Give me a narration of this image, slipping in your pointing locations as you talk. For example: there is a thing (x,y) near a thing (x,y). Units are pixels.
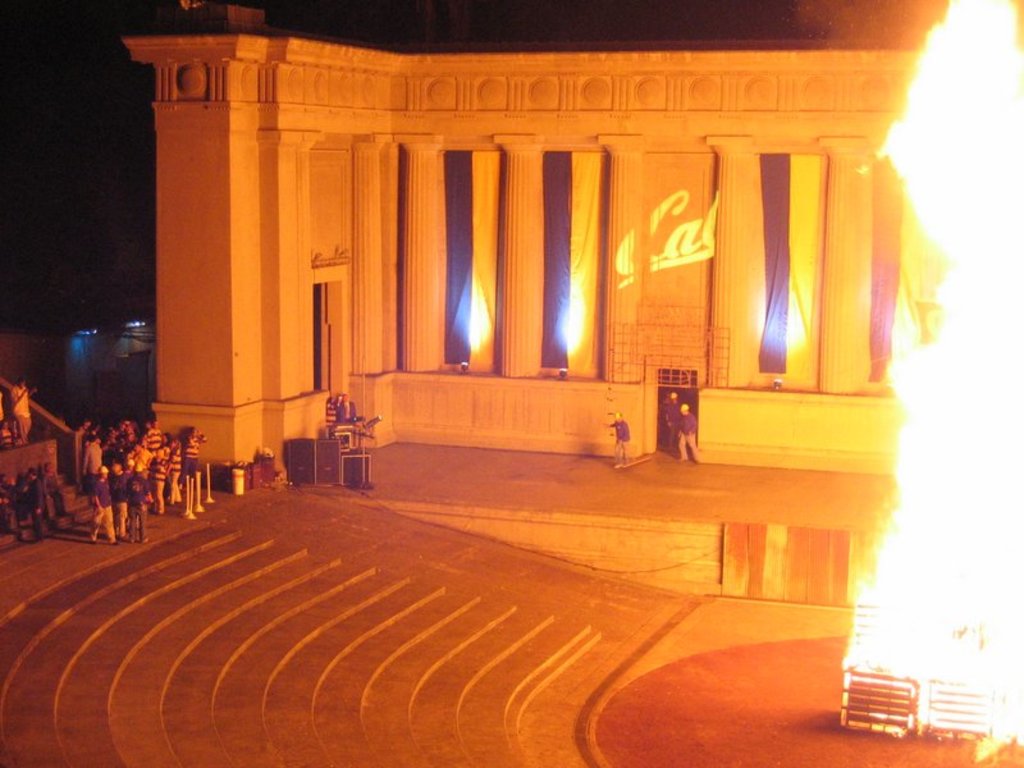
In this image I can see few people (172,440) are standing. I can see few musical instruments (330,440), poles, pillars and the fire (974,581) in front (1012,596). Background (15,179) is black in color.
